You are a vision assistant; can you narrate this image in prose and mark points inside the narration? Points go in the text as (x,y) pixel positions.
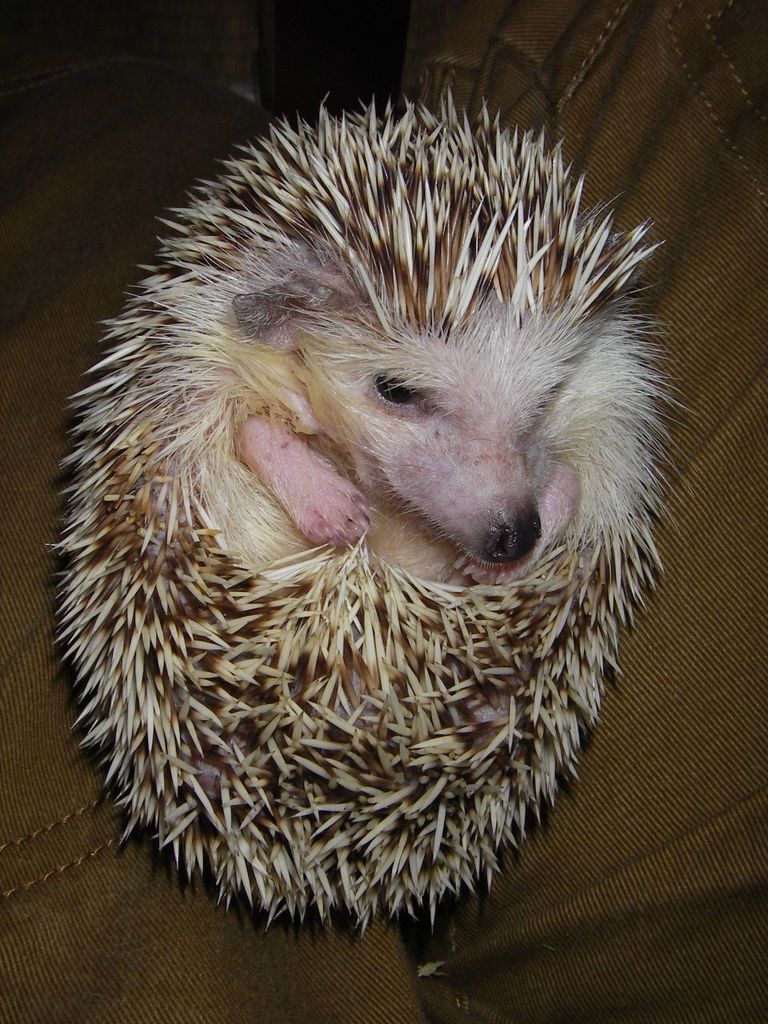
In this picture there is a hedgehog (152,295) on a brown seat (82,162).
